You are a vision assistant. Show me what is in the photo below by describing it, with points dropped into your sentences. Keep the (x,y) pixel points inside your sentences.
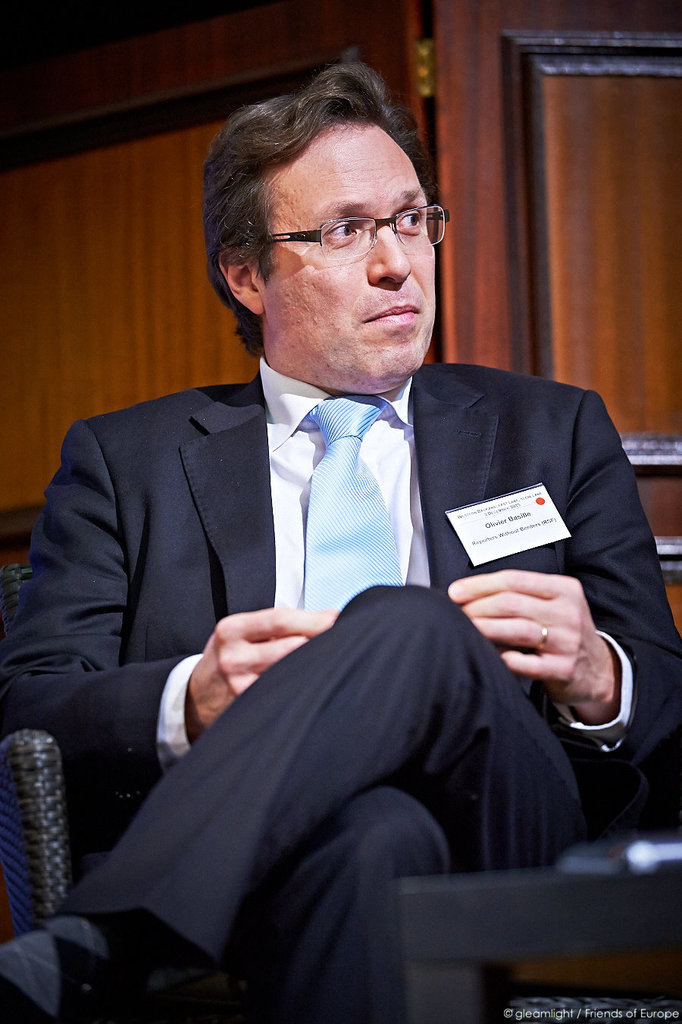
In this image I can see a man (410,860) sitting. He is wearing a suit (482,701). There is a door (658,211) at the back (570,212).
